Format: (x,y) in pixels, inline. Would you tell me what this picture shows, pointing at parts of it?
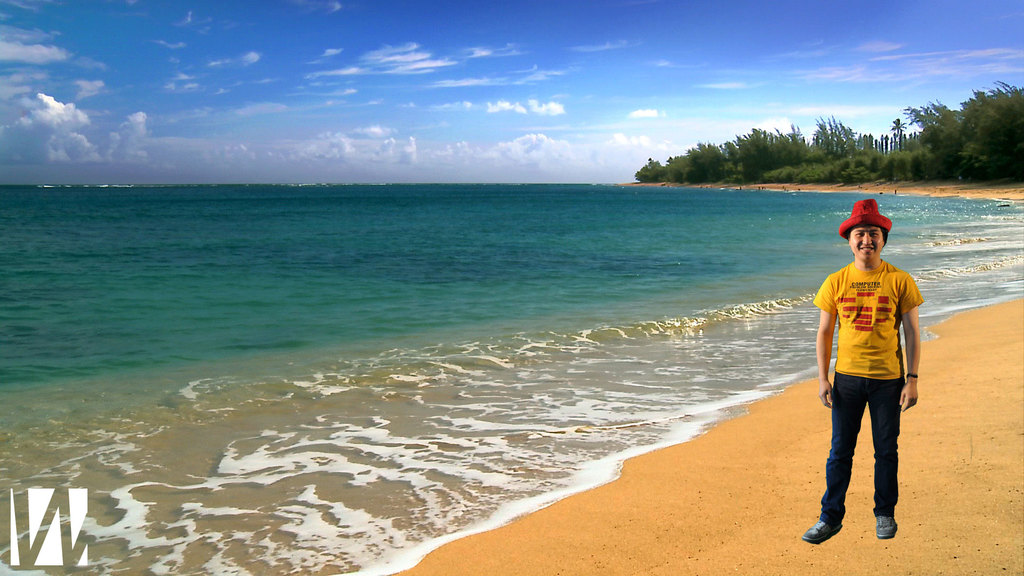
This is an edited image. In this picture, we see a man (888,342) in the yellow T-shirt (879,323) is standing. He is wearing a red cap (868,209) and he is smiling. He might be posing for the photo. At the bottom (790,500), we see the sand (770,488). In the background (563,316), we see water (491,315) and this water (472,256) might be in the sea (540,350). On the right side (807,175), we see the trees (963,149). At the top (456,93), we see the sky (386,122) and the clouds (369,130).
